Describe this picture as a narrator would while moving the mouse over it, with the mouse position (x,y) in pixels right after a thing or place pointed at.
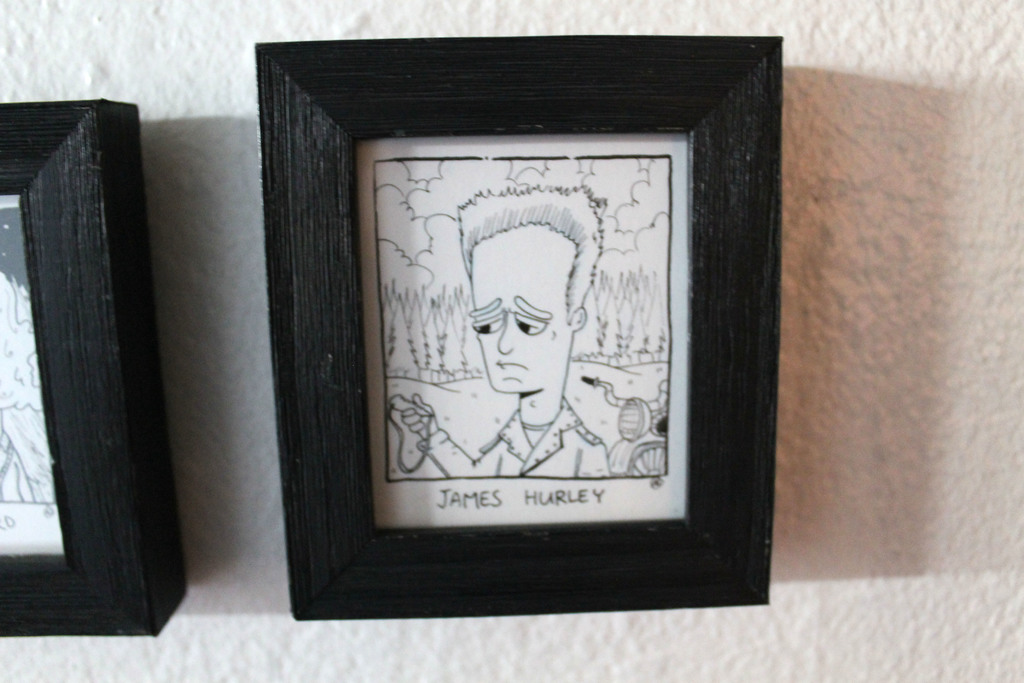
In this pictures there are frames (598,545) on the wall (242,479) with some text (604,494) and images (582,273) on it.
